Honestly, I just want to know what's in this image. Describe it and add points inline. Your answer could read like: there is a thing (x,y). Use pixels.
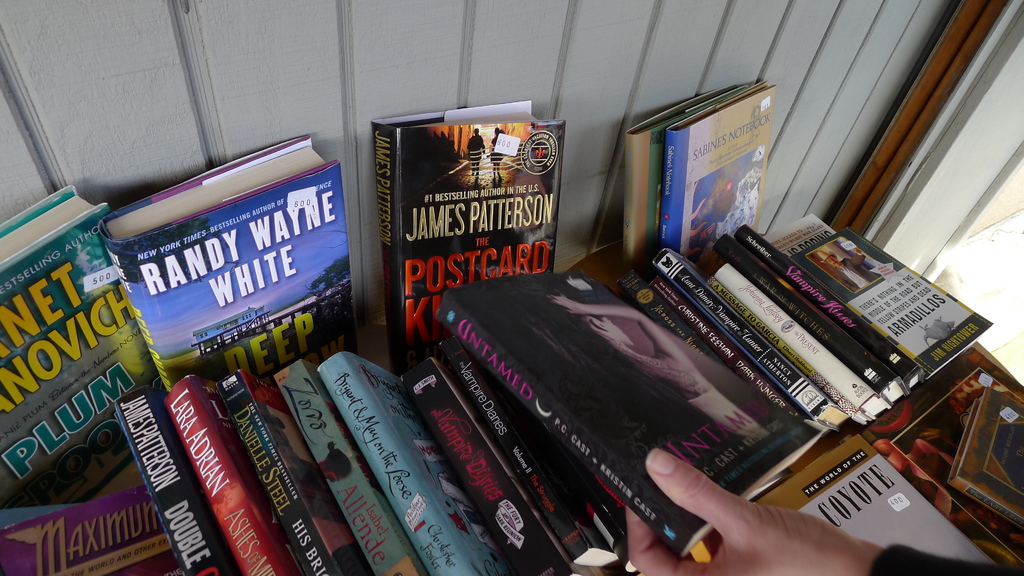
There are books (605,402) and a human hand (697,504) present at the bottom of this image (788,533). We can see a wooden wall (660,110) in the background (677,95).
